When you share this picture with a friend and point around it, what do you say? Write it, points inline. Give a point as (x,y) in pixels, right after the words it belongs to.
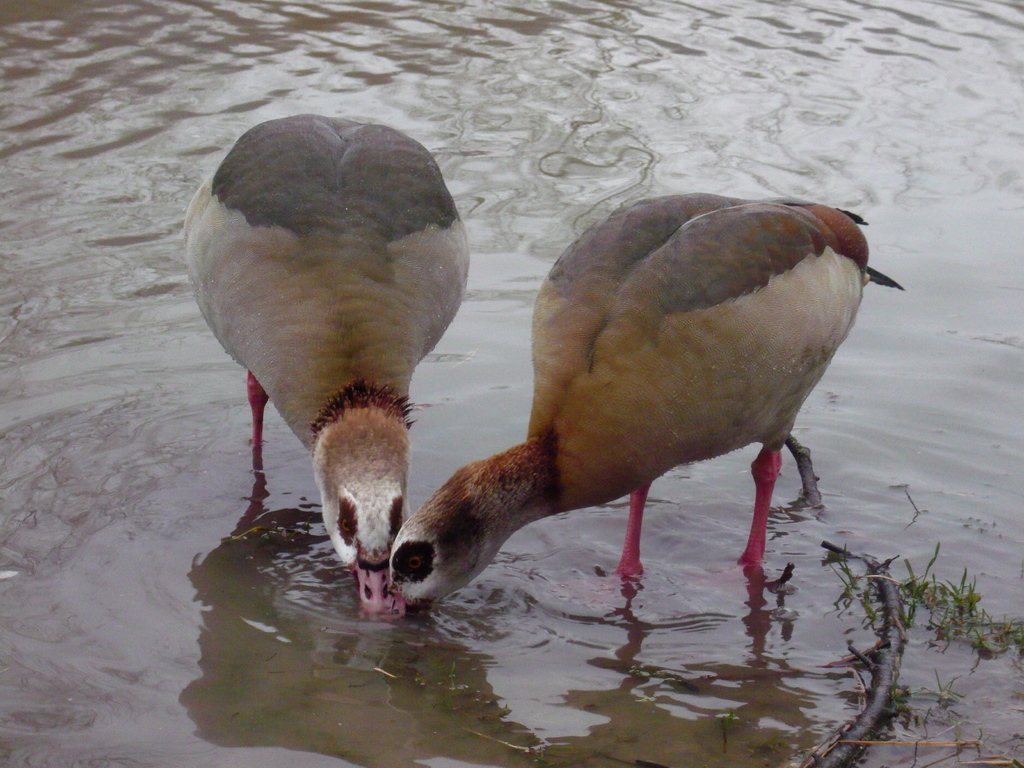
In this image there are birds (728,404) standing and drinking water (409,514) on the right side (892,636) there is grass (957,600) and there is a branch (889,648) of a tree (895,624).
